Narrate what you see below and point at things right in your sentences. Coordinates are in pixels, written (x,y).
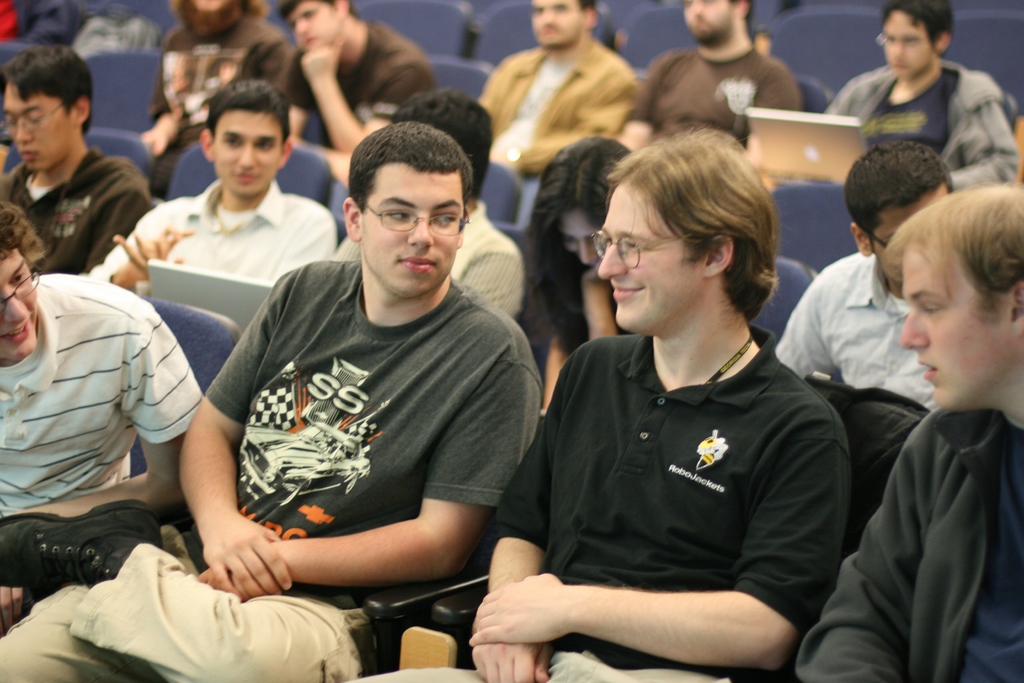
In this image we can see people (271,409) sitting on the chairs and there are laptops (248,310).
